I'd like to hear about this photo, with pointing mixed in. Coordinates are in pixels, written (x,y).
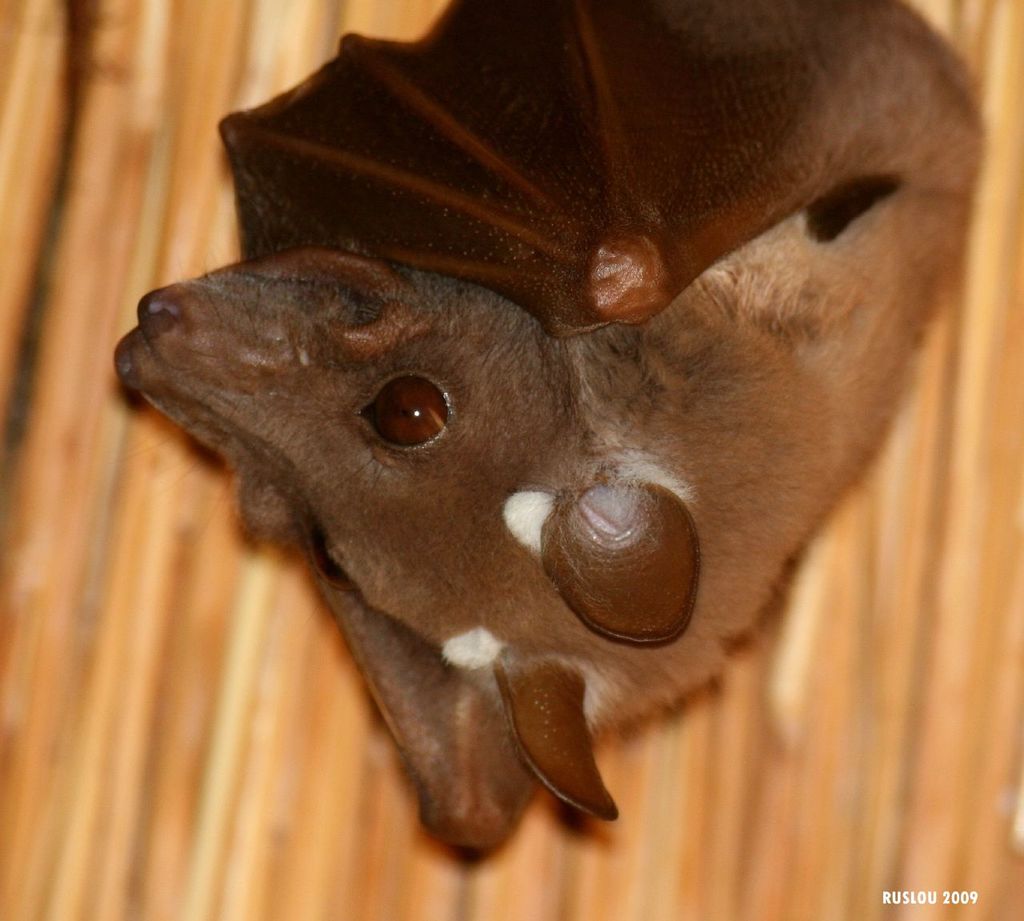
In this image there is a bat (404,448) on the surface (227,733).
